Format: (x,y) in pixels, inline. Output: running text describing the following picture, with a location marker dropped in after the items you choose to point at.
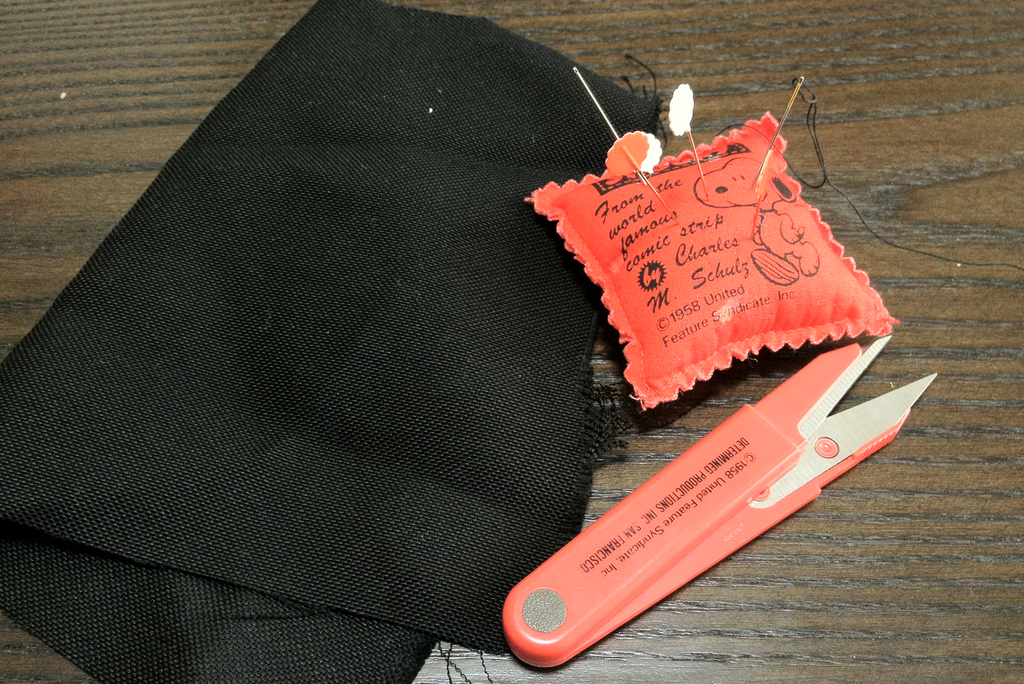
In this image we can see black color cloth (391,302) there is some sponge item (634,244) on which there are some needles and there is scissors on the wooden surface (173,14).
